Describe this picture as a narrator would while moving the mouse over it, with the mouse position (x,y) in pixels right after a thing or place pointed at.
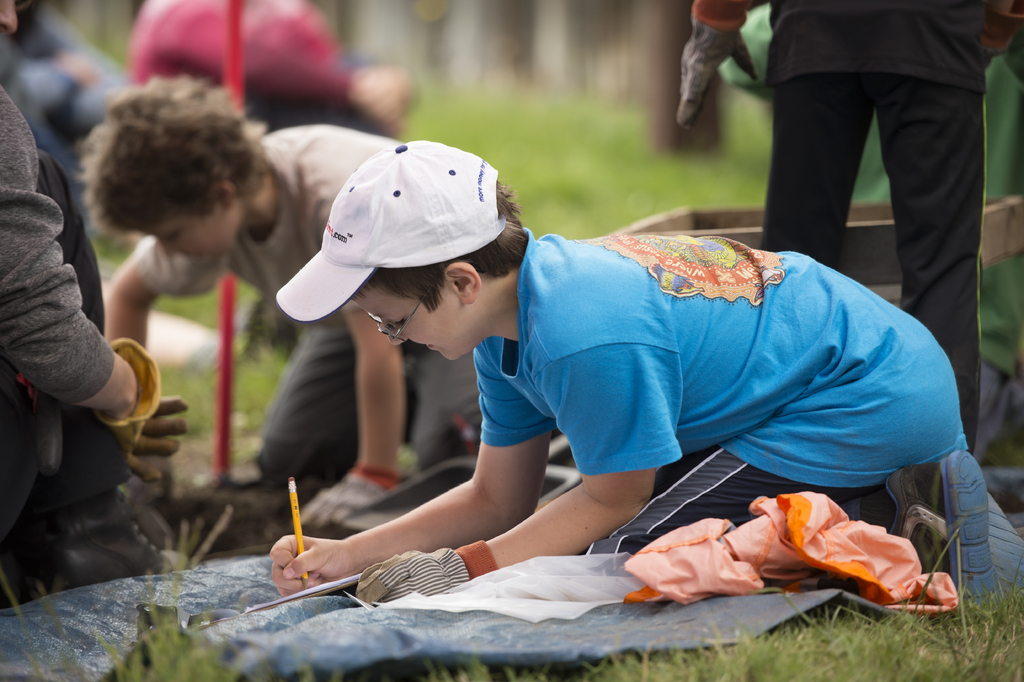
In this picture there is a boy (634,383) who is wearing cap (404,222), spectacle (392,334), gloves (376,582), t-shirt (693,407), trouser (729,510) and shoe (918,490). He is writing something on the book (312,593), beside him I can see some clothes (671,550) and plastic covers (623,578). On the left (3,207) there is a man (32,305) who is wearing t-shirt (21,217) and gloves (130,422). He is sitting near to the boy (298,289). On the right (810,136) there is a man (950,72) who is a standing near to the wooden box (989,219). In the background (519,117) I can see the grass (621,117) and trees (504,31).
